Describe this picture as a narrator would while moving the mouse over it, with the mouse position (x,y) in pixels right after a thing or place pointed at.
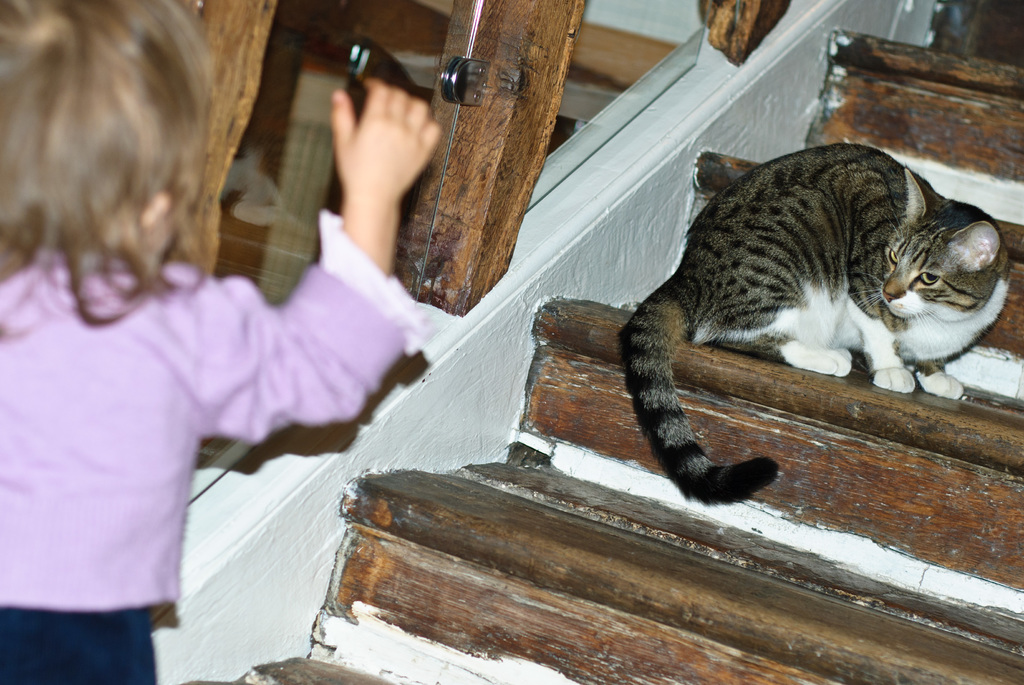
As we can see in the image there are wooden stairs (898,93), cat (859,214), wall (648,226) and a girl (125,358) standing on the left side (115,239).
